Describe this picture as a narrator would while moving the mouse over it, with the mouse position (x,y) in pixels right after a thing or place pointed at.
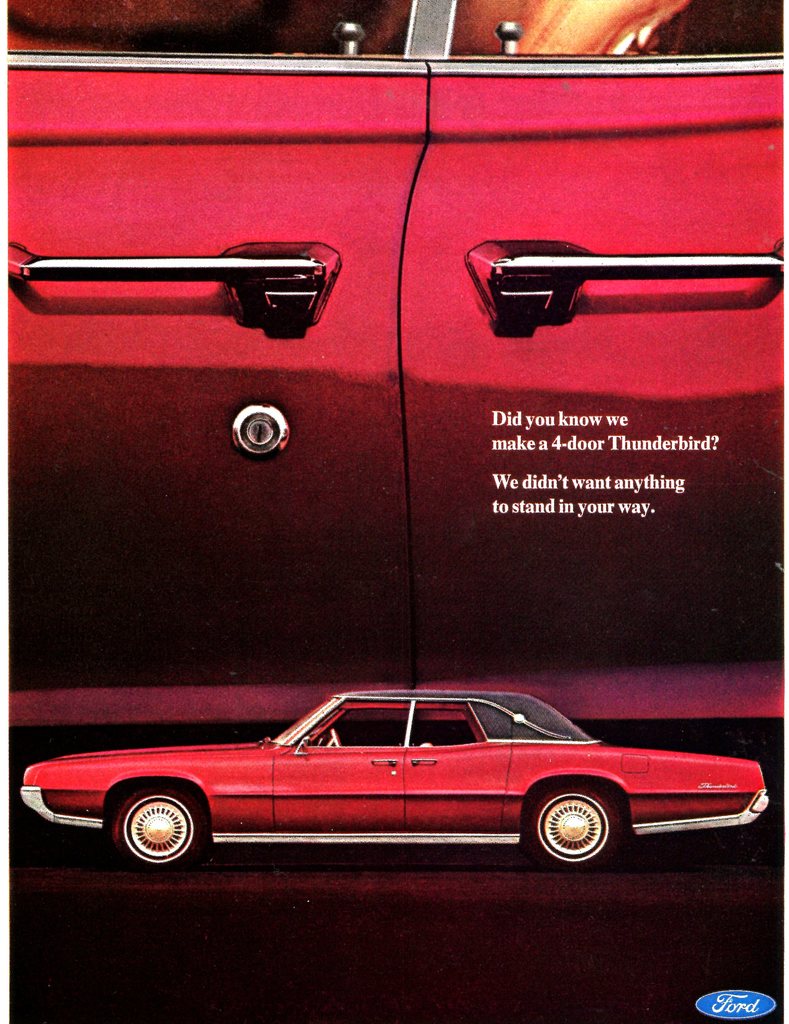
In this picture there is a poster (402,716) of a car (326,716) in the center of the image (434,614), which is red in color.
